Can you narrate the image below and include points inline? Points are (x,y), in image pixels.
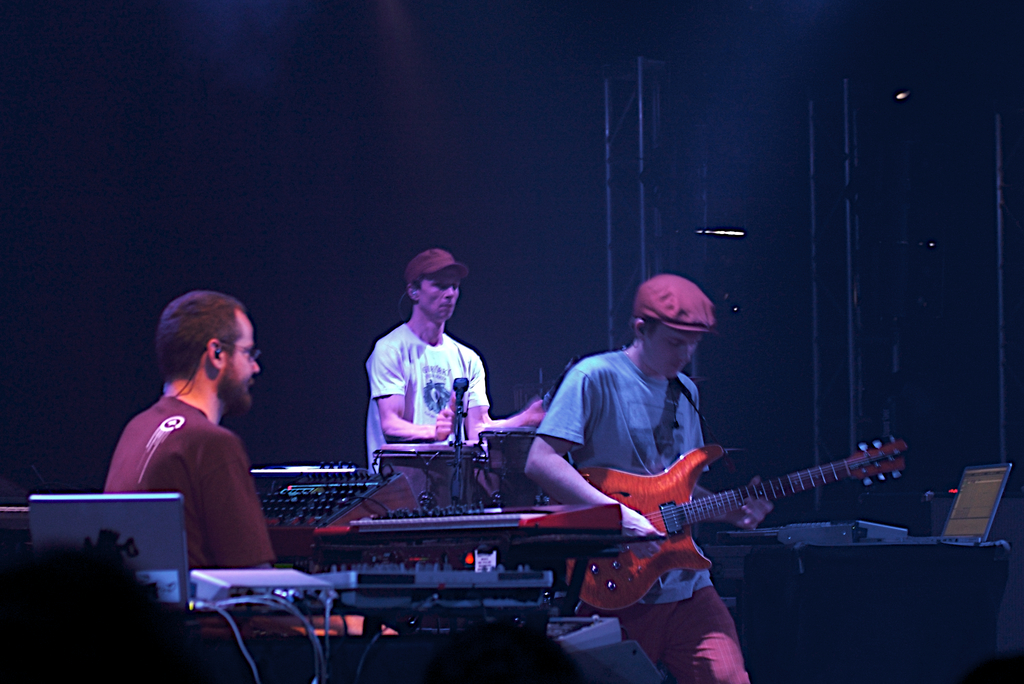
As we can see in the picture that there are three men (190,449). One man (186,459) is sitting and wearing a maroon color t-shirt (157,444), second man (422,355) is wearing a cap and white color t-shirt (414,377) and third man (613,447) is wearing a cap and blue color t-shirt (627,439) and he is playing a guitar (664,527).
